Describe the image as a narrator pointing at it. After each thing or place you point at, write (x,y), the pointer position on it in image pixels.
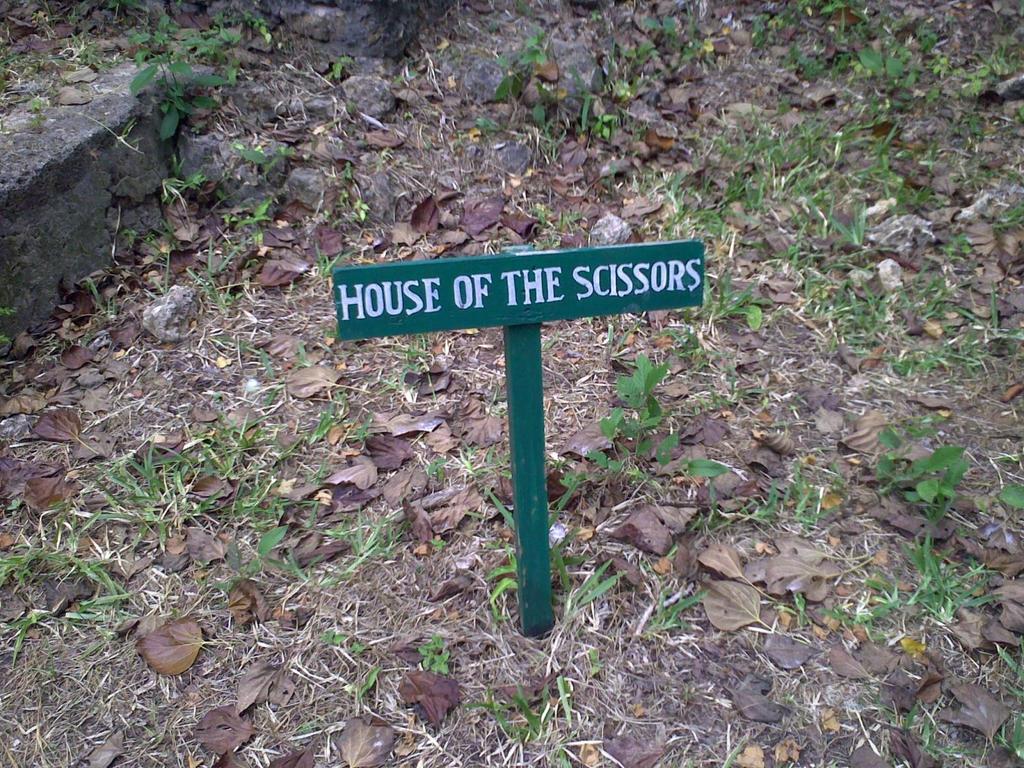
In this image there is a board (689,280) with some text (574,279) on it. At the bottom of the image (206,572) there is grass (632,609) and leaves (724,430) on the surface (332,173).
